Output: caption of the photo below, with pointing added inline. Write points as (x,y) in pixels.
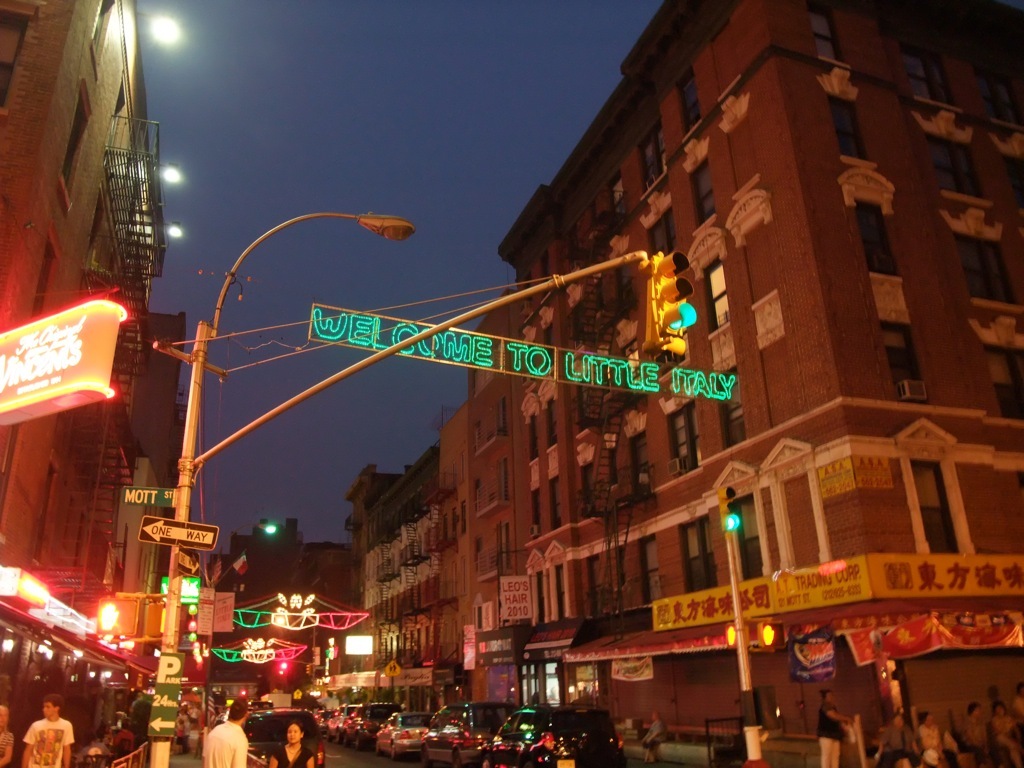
In this image I can see group of people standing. I can also see few vehicles (553,752) on the road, traffic signal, light pole (159,345). Background (344,456) I can see few buildings (409,624) and sky (439,116) in blue color.
